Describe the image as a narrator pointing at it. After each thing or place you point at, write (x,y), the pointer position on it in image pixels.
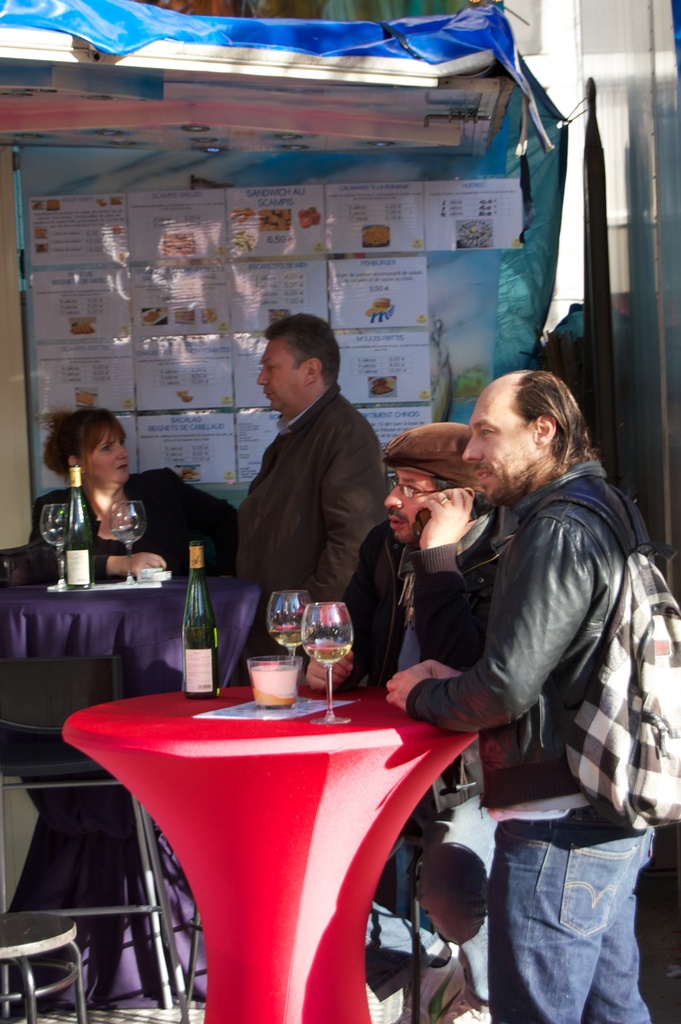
In this picture there are three men (504,487) standing to the right (535,635). There is a glass (294,641), bowl (272,679), bottle (208,667) on a red table (291,760). A man (544,687) wearing black jacket (549,674) is also wearing a backpack (612,727). There is a woman (118,488) sitting on a chair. There are few posters (294,275) in the background (411,205).
